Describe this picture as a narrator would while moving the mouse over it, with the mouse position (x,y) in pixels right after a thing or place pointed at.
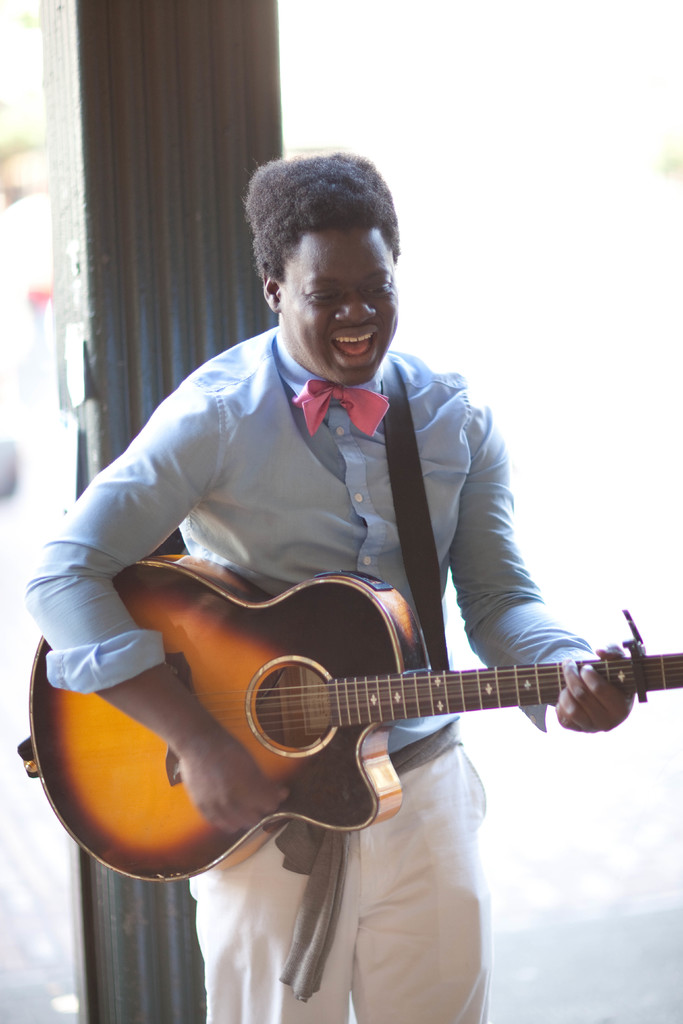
In this image I can see a person (264,368) standing and smiling and he is playing the musical instrument (342,820).
